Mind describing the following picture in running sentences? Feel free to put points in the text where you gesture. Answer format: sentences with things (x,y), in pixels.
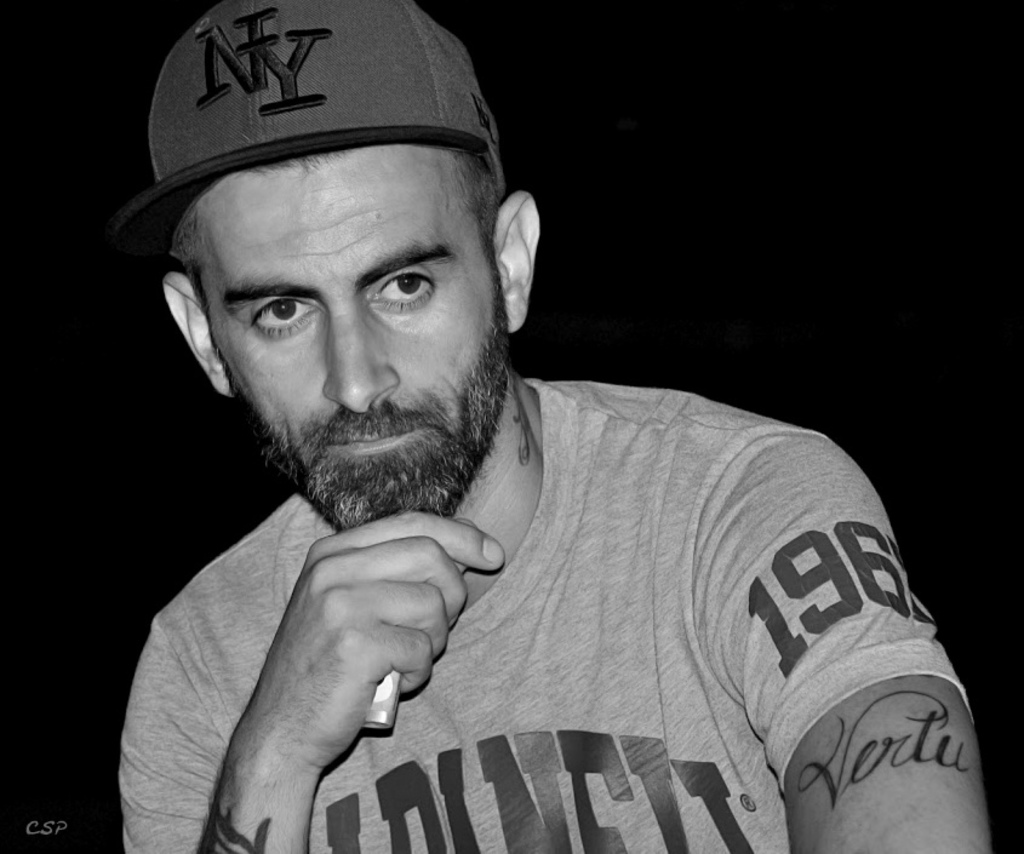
Black and white picture. This person (363,660) wore cap (334,68) and holding an object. Background (113,404) it is dark. Here we can see watermark (59,830). On this person hands (238,831) and neck (518,495) there are tattoos (889,746).
